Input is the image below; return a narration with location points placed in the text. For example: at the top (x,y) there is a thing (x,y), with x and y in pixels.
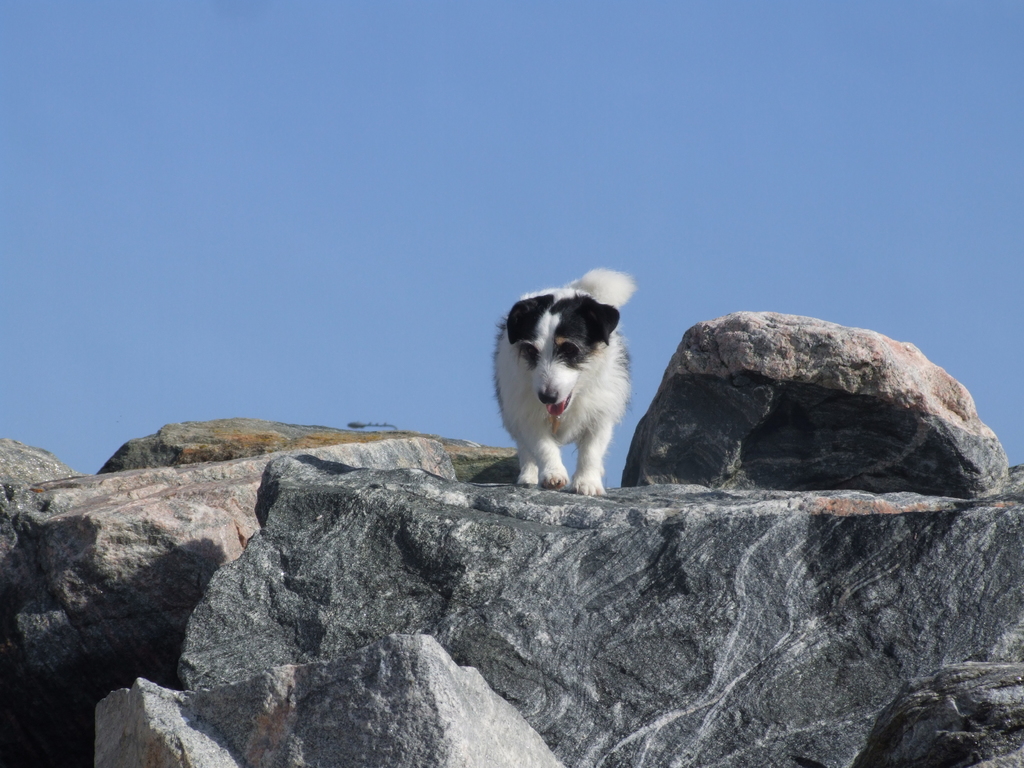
In this image there is a dog (532,404) standing on the mountain rocks (517,509) as we can see in the bottom of this image (596,521). There is a sky (433,196) on the top of this image (306,148).
